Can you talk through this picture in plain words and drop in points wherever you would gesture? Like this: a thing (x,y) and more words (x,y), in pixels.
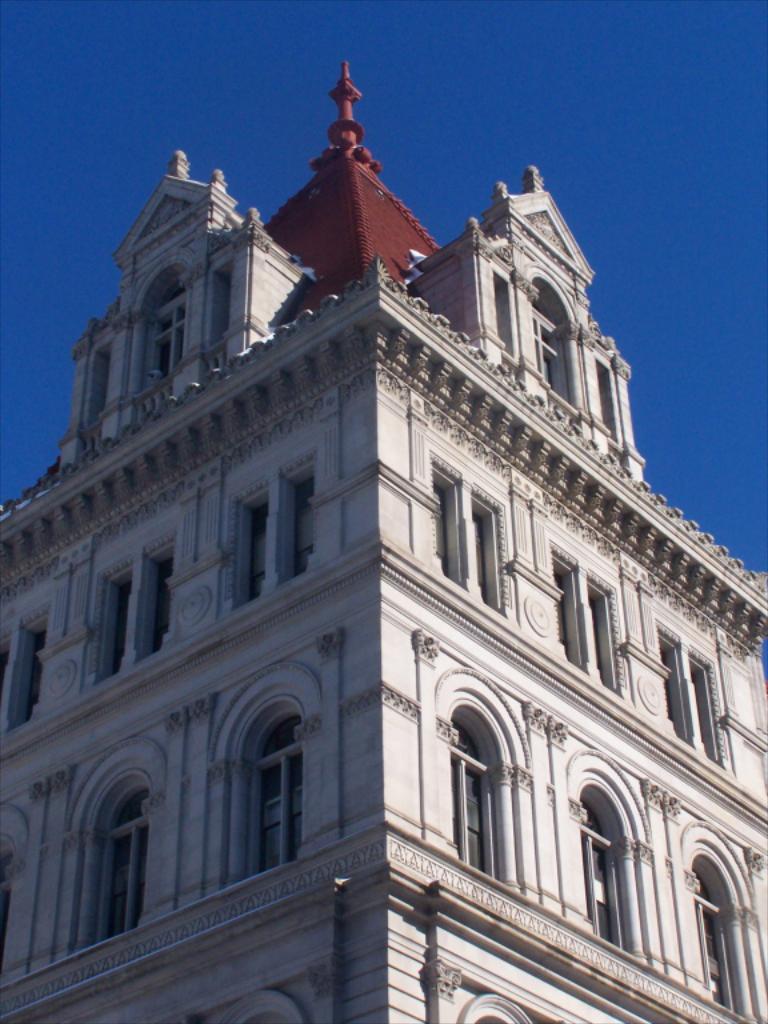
In this image we can see a building (333,754), there are some windows (138,812), also we can see the sky (651,313).
